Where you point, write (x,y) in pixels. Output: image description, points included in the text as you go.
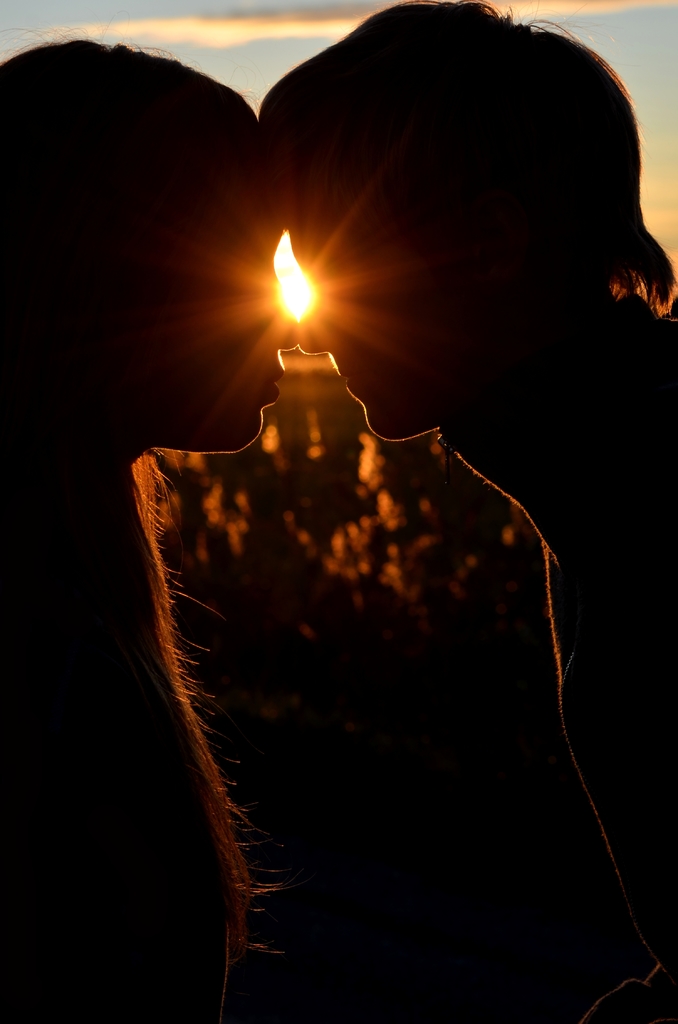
In this image we can see two persons (120,424) are standing, in front there is a sun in the sky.
